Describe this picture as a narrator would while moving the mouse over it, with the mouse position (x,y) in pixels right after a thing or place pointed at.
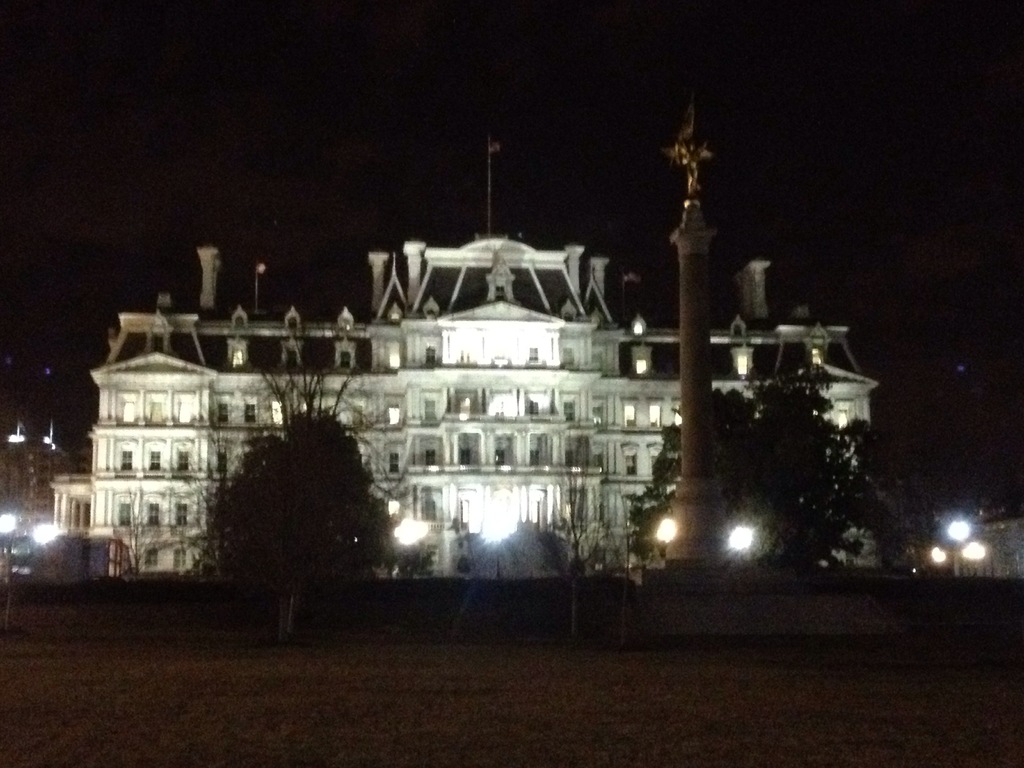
In this image, we can see few trees (287,489), pole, lights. Background (459,487) we can see a building (479,453) with walls (173,466), windows (474,451) and pillars (209,450).
